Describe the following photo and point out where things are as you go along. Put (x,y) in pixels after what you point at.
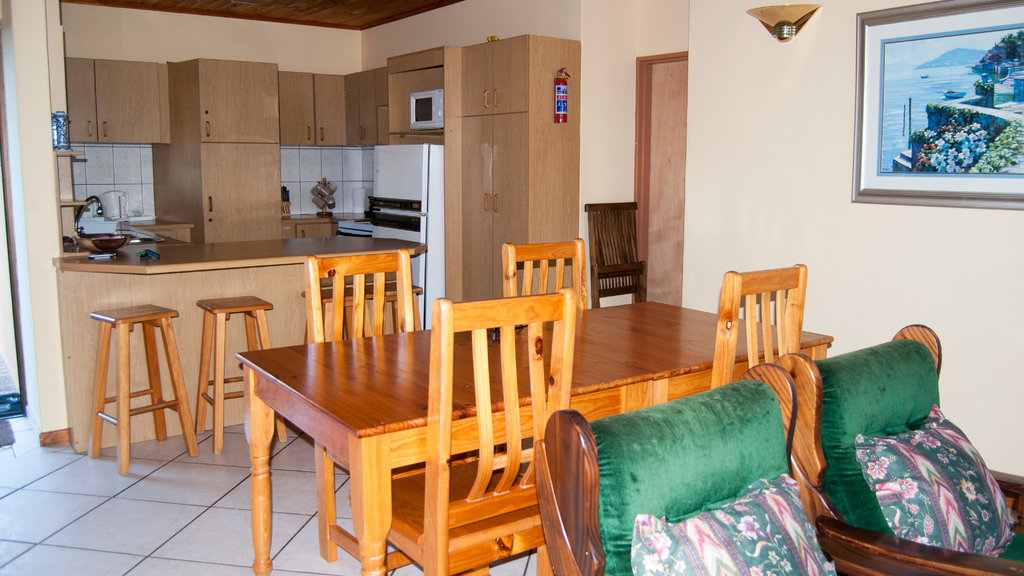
There are sofas (797,412) at the bottom side of the image (749,458) and there are chairs (603,243), stools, and a table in the center of the image (614,365) and there is a portrait (875,42) on the wall (822,23), there is a lamp (792,24) at the top side (781,18) and there are cupboards (562,188), kitchenware (424,119), and a refrigerator (431,192) in the background area of the image (356,143).
